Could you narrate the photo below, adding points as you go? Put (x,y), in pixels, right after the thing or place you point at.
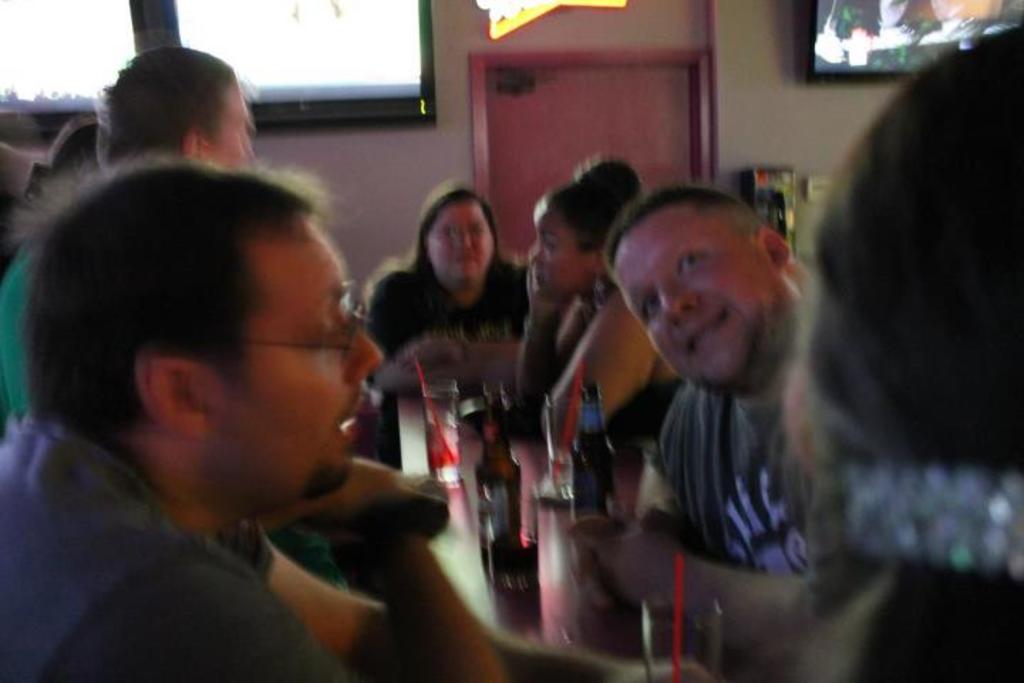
In this picture there are group of people (525,383) and there are bottles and glasses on the table (604,665). At the back (1020,26) there are monitors (401,52) on the wall (372,158) and there are objects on the wall (829,172) and there is a door (536,94).
